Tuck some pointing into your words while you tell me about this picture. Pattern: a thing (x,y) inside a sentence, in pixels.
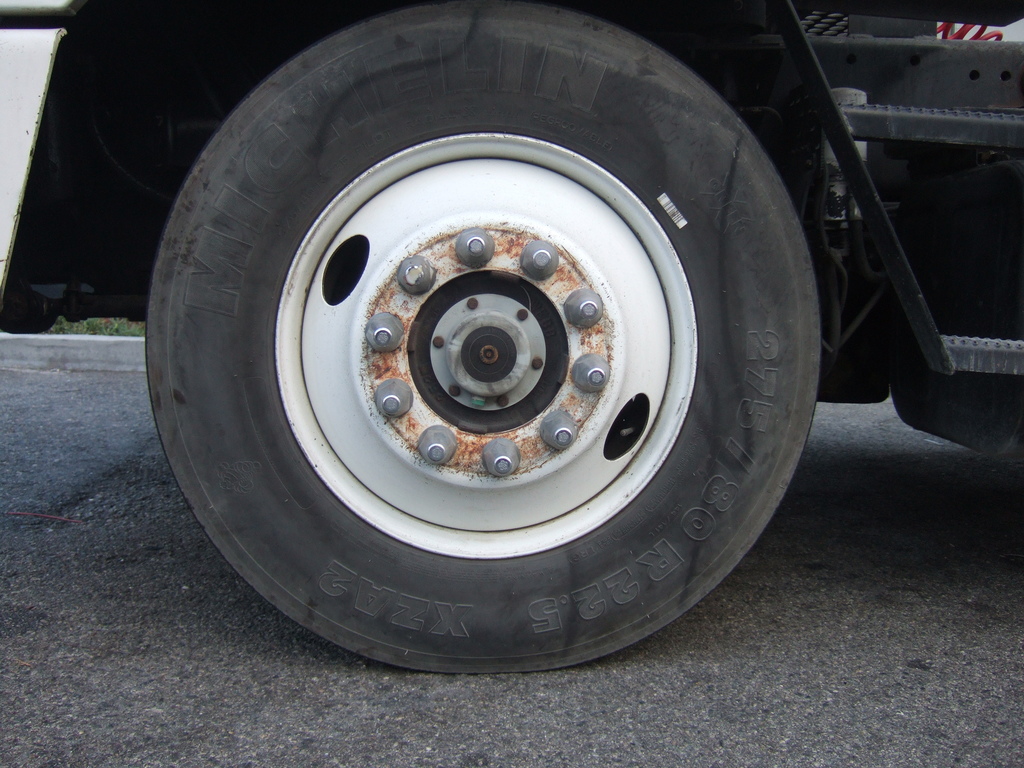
In the picture we can see a part of the vehicle (310,605) with tire (700,522), rim (509,543) and nuts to it and it is parked on the road (973,637).
